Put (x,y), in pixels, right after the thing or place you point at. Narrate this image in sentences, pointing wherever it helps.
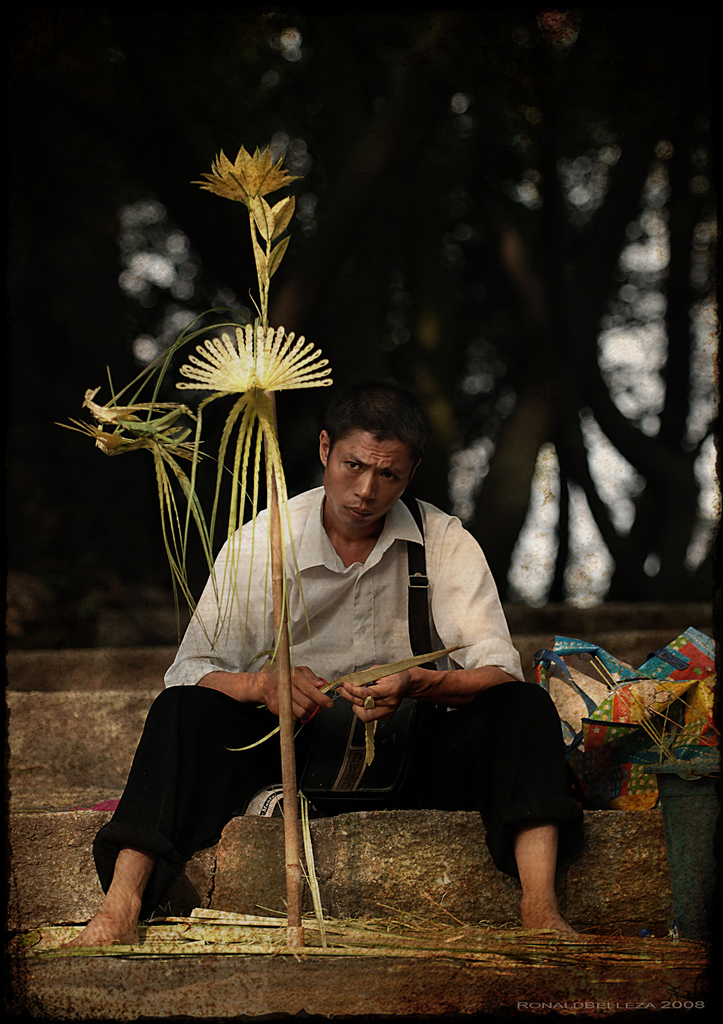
In this image, we can see a person (459,731) holding an object (341,677) is sitting. We can see some stairs (410,895). We can see some wood (296,902). We can see some objects (363,942) on one of the stairs (429,913). We can see some text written on the bottom right corner (697,1010). There are some objects (608,712) on the right (679,903). We can also see the blurred background (632,51).
